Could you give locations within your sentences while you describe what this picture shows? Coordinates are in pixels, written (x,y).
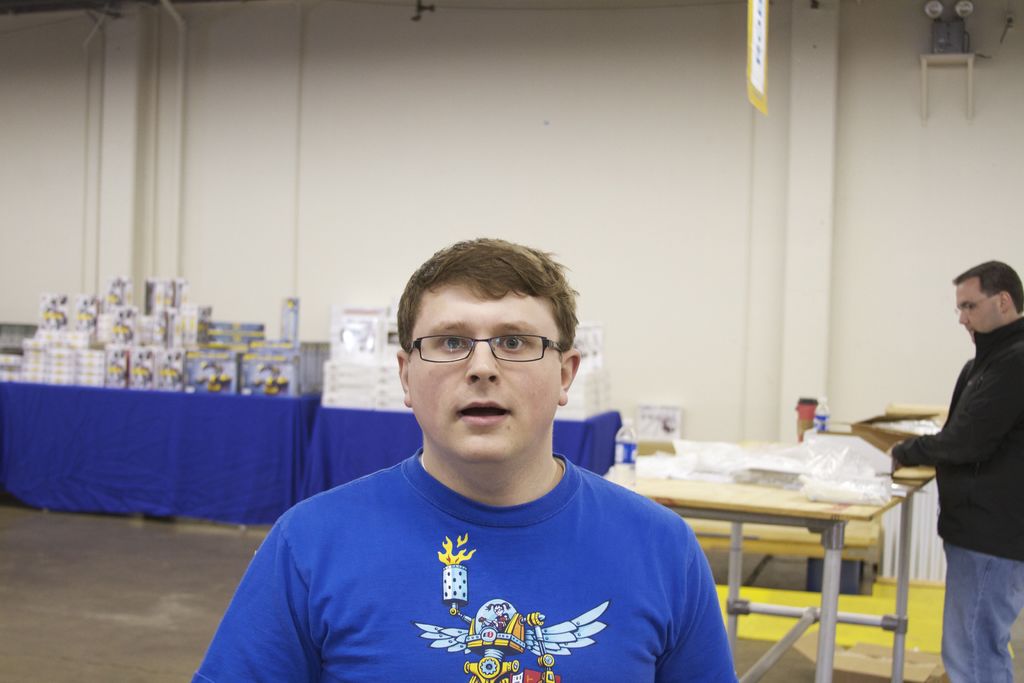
This picture is of inside. On the right corner (996,426) there is a man (975,490) holding a box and standing. In the center (461,403) there is a man (614,544) wearing a blue color shirt (600,551) and seems to be standing. In the background (373,430) we can see the table (249,416), on the top of which boxes (188,327) are placed. On the right (764,443) we can see a table (764,507), on the top of which Bottles (621,447) and a cover (791,467) is placed and there is a wall (716,155).
